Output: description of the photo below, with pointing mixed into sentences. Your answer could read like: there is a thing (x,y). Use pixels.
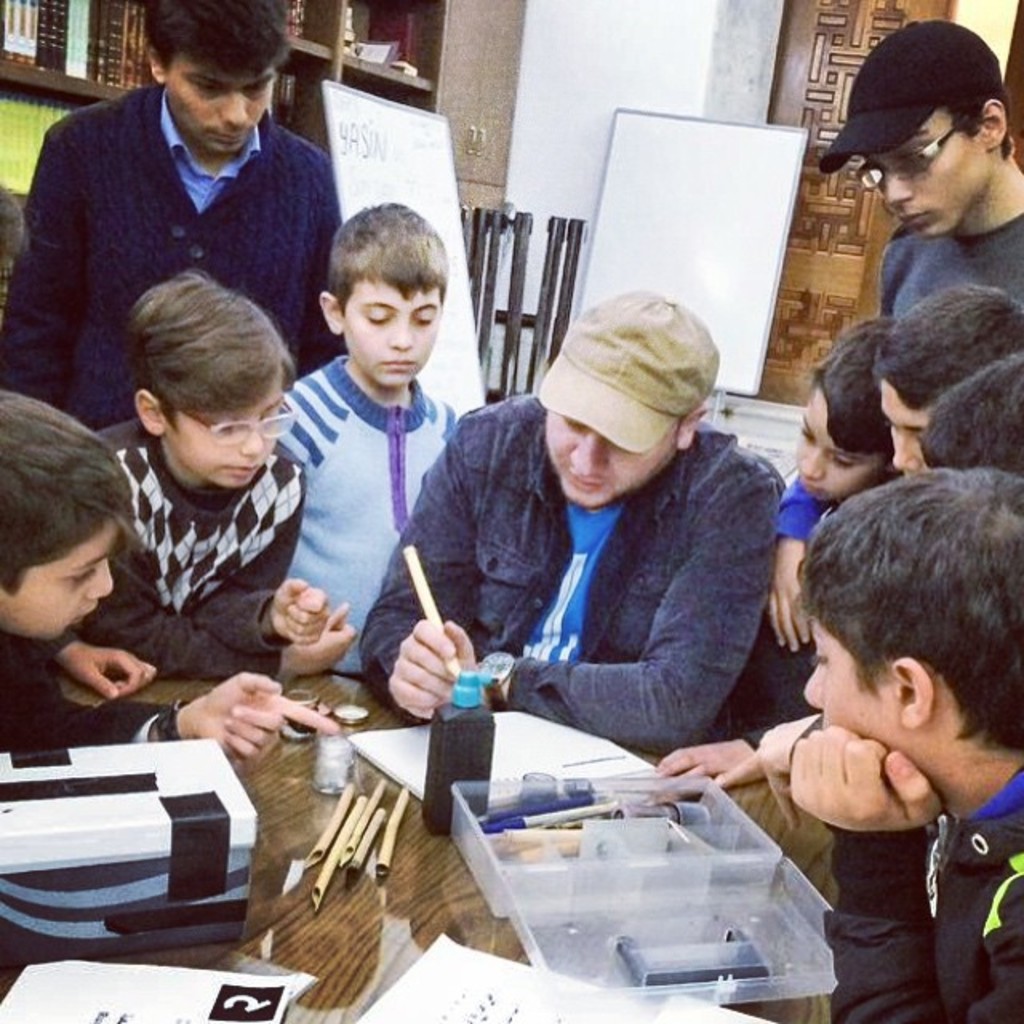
In this image I can see group of people (784,688), some are sitting and some are standing. In front (634,591) the person (688,607) is wearing blue color dress (577,580) and holding some object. In front (294,806) I can see a box (582,857), few papers (505,728) and few other objects (322,885) on the table (432,881). Background (669,84) I can see two boards (416,180) and I can see few books (117,3) in the cupboard (22,84) and the wall (610,53) is in white color.
